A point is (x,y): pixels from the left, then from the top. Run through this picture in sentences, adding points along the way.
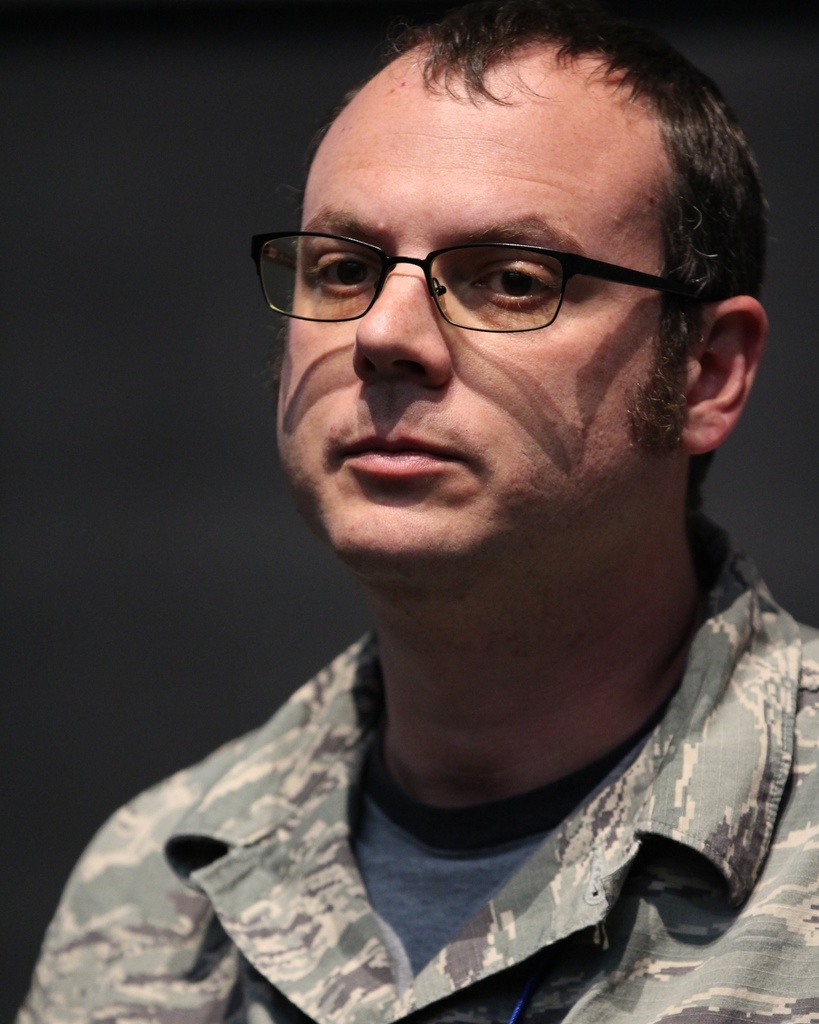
In this image we can see a person (532,548) wearing shirt (145,997), T-shirt (432,847) and spectacles (532,285) on his face (519,343). The background of the image (12,628) is dark.
